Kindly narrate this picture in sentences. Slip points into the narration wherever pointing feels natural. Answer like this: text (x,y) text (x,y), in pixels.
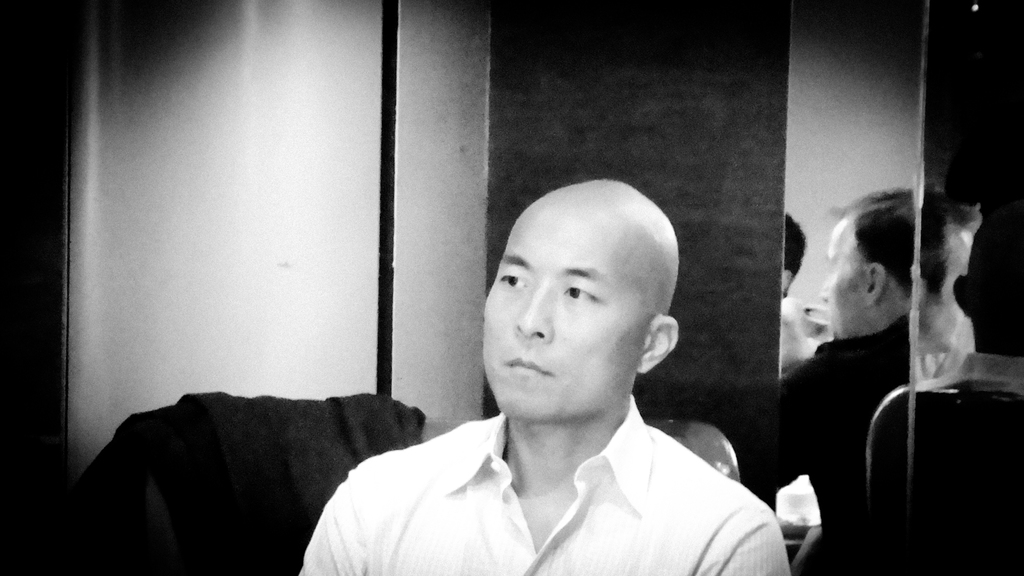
In this image I can see the black and white picture in which I can see a person (544,487) wearing white colored shirt (509,514) is sitting. I can see the black and white colored surface (535,177) and few persons (878,310) in the background (403,185).
